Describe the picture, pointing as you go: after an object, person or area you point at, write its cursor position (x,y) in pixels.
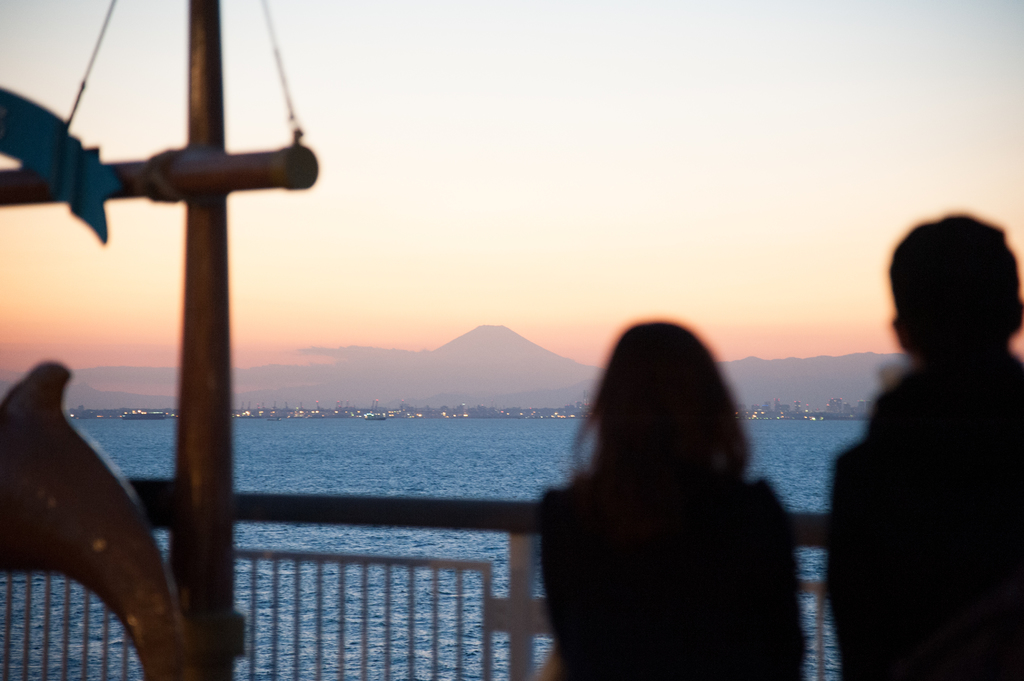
In this picture there are two persons (850,550) standing in the right corner (861,587) and there is a fence (788,524) in front of them and there is an object (181,479) in the left corner (82,516) and there is water (441,453) and some other objects (456,384) in the background (435,372).
